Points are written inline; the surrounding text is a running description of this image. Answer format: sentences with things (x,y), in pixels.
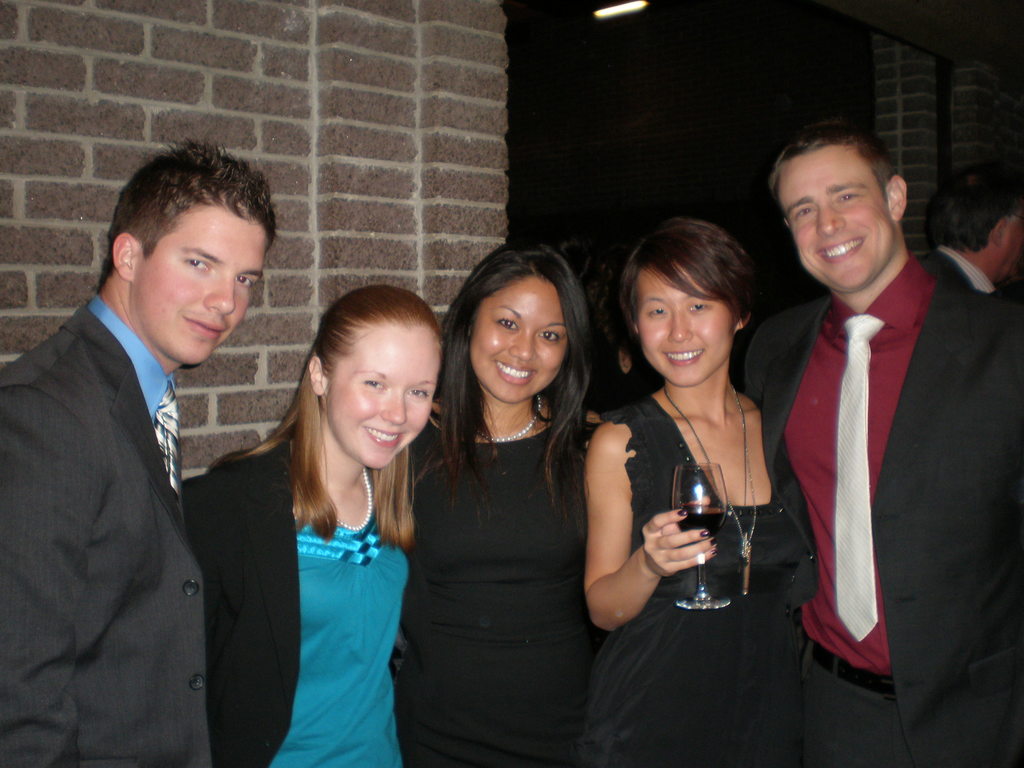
Here we can see five persons (67,715) are posing to a camera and they are smiling. She is holding a glass (718,496) with her hand (672,539). In the background (436,134) we can see wall (279,226) and light (648,2).
